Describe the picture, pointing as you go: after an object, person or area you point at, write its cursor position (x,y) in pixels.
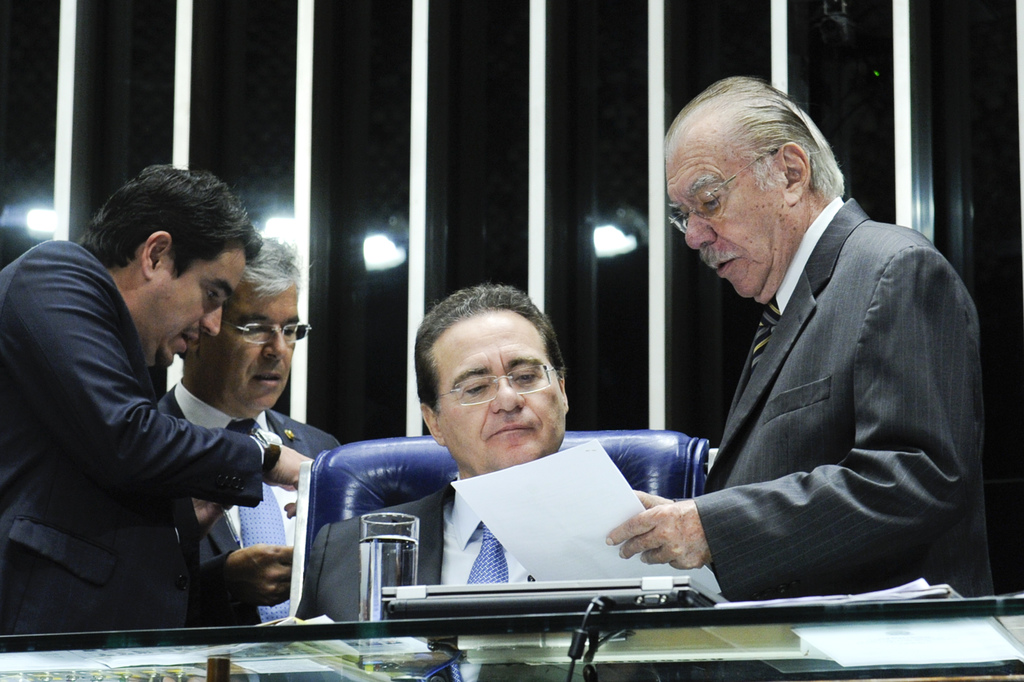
In this image I can see four persons (937,440) two are sitting and two are standing. The person (845,400) in front (881,312) wearing gray color blazer (818,274), white color shirt (799,263) and holding few papers (601,480), in front (390,541) I can see a glass (412,541) and a laptop (488,592). Background I can see few lights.
